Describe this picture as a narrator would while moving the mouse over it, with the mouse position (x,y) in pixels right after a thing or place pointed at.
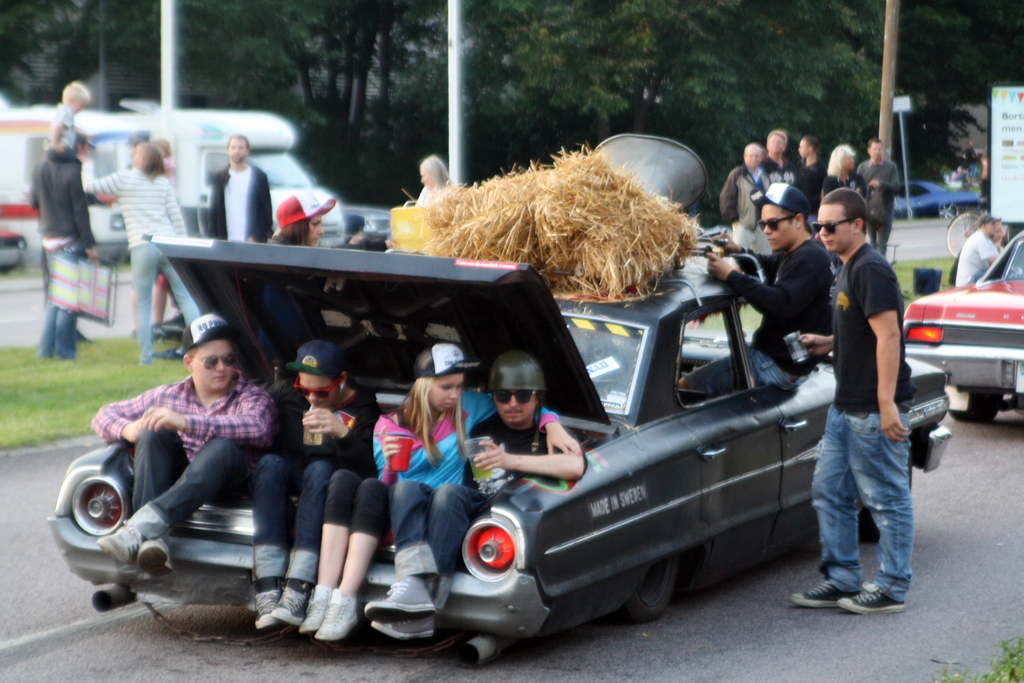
There are so many people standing beside the car (684,322) and few people (468,359) are sitting at the back deck (511,509) and a dry grass (679,212) on the top of the car (515,521) behind them there is so many trees (58,49).
